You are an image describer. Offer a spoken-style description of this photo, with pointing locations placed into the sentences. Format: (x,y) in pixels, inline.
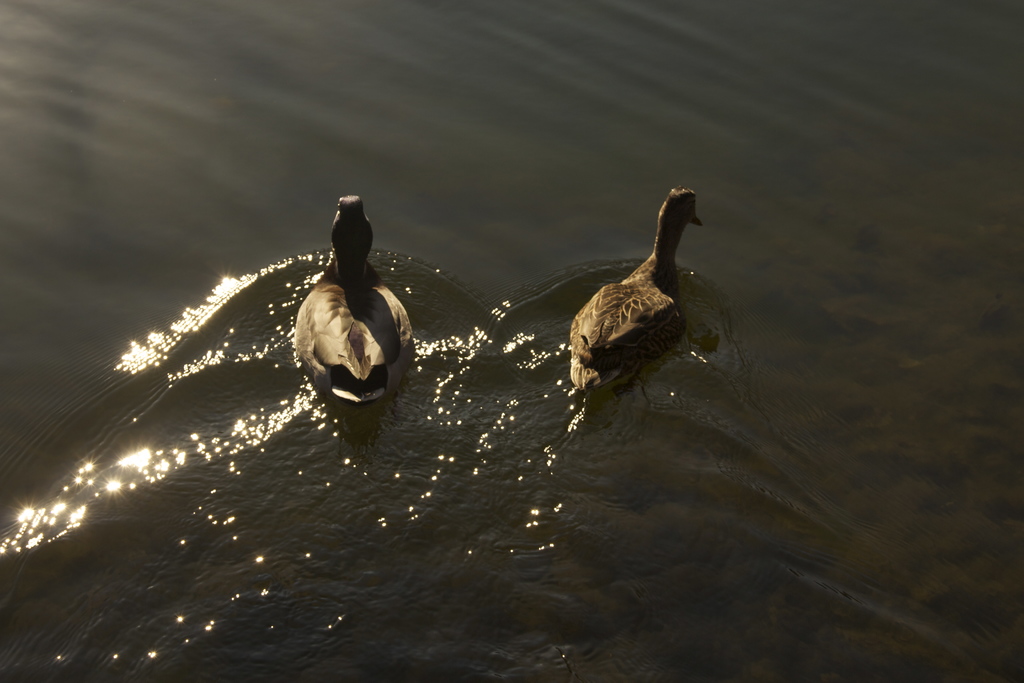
In this image, we can see two ducks (394,297) that are floating on the water (257,355).
